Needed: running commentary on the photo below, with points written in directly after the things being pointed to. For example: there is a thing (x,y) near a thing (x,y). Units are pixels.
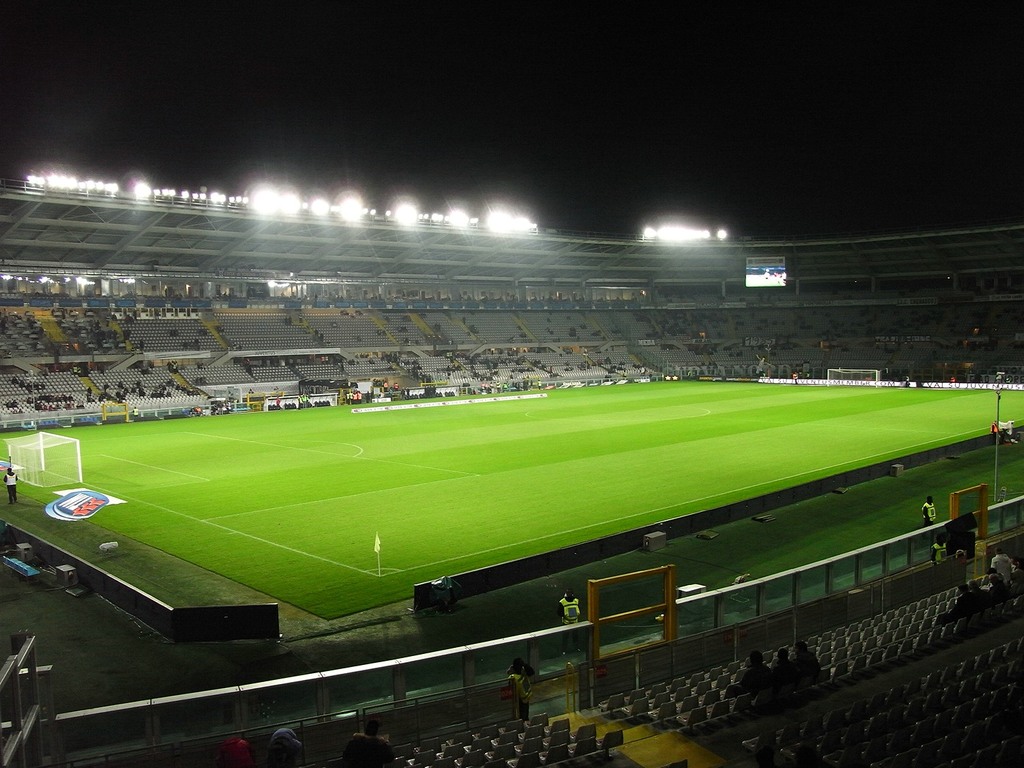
In the image there is a football ground (318,442) in the middle (535,321) with chairs (274,321) all over it, there are lights (61,179) on the top (276,192), this is clicked in a football stadium (461,245) and above the sky (757,59) is dark.
